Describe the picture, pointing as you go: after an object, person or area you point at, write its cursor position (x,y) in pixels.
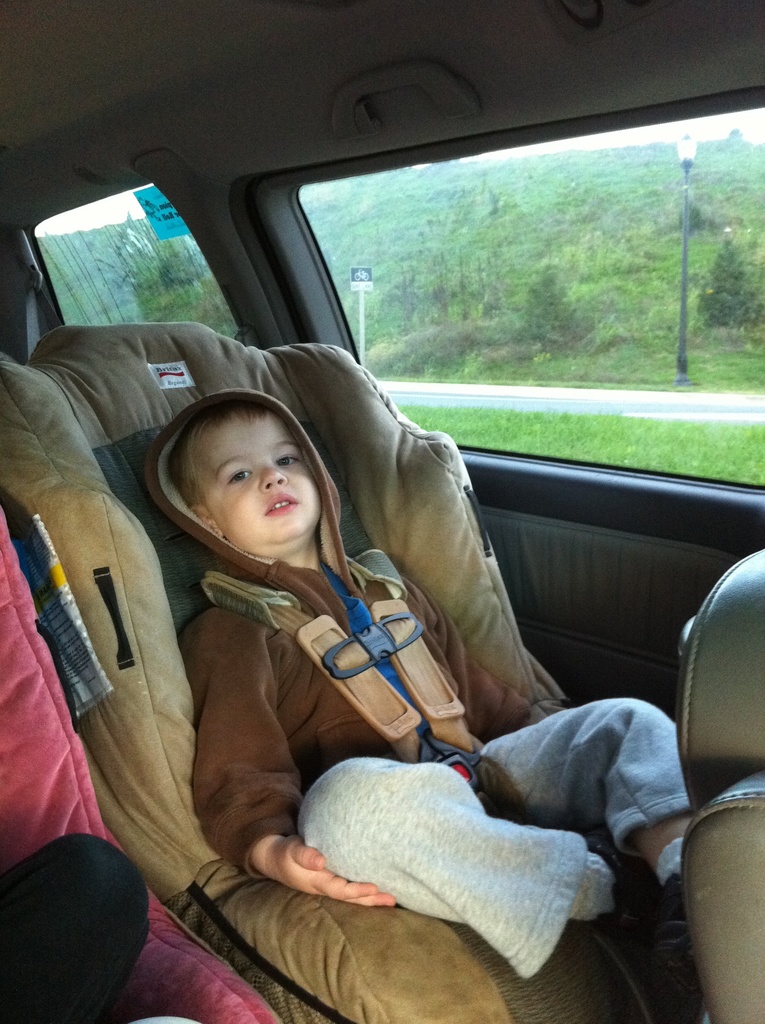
This image is taken in the vehicle (5,301). In this image there is a child (244,569) sitting on his seat (184,617), beside him there is another person (79,913), there are Windows (735,430) of the vehicle (613,475) through which we can see trees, grass (568,384), street light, a pole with a signboard (357,274) and in the background (690,130) there is the sky (656,140).
